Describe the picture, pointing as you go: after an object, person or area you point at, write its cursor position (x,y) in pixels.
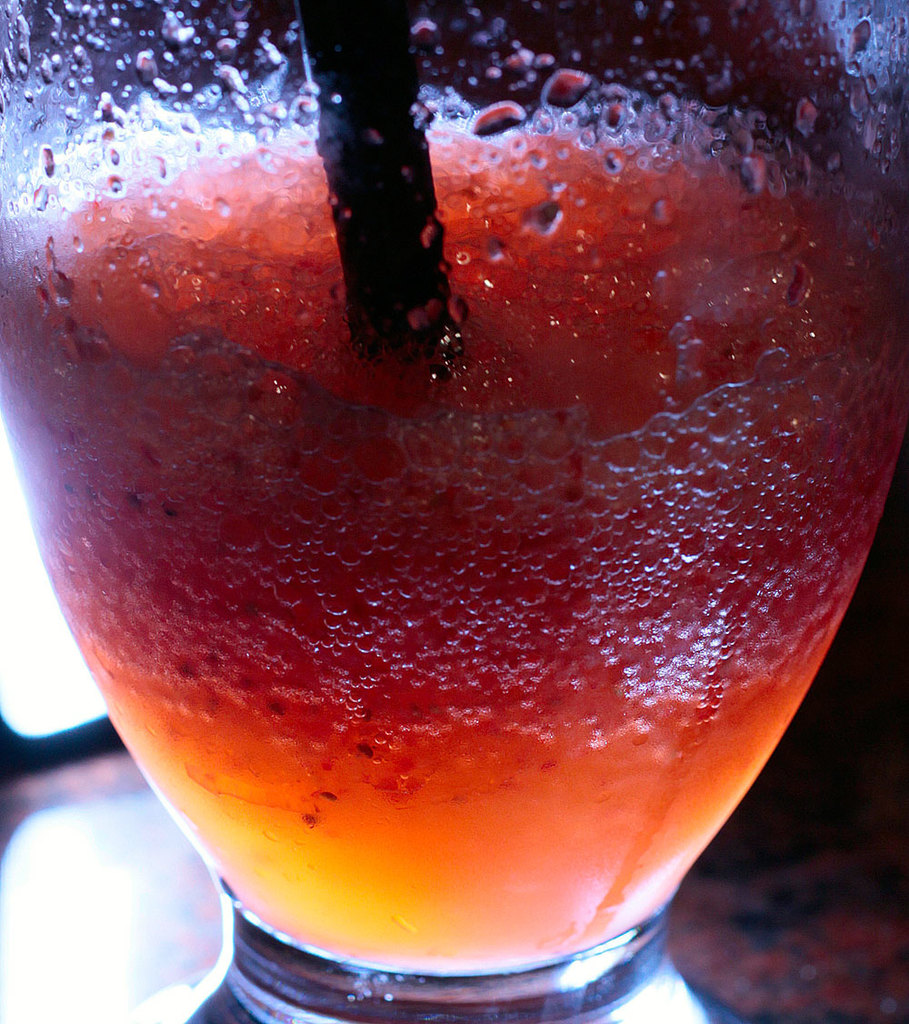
In this picture we can see drink (565,508) in the glass (459,529).
